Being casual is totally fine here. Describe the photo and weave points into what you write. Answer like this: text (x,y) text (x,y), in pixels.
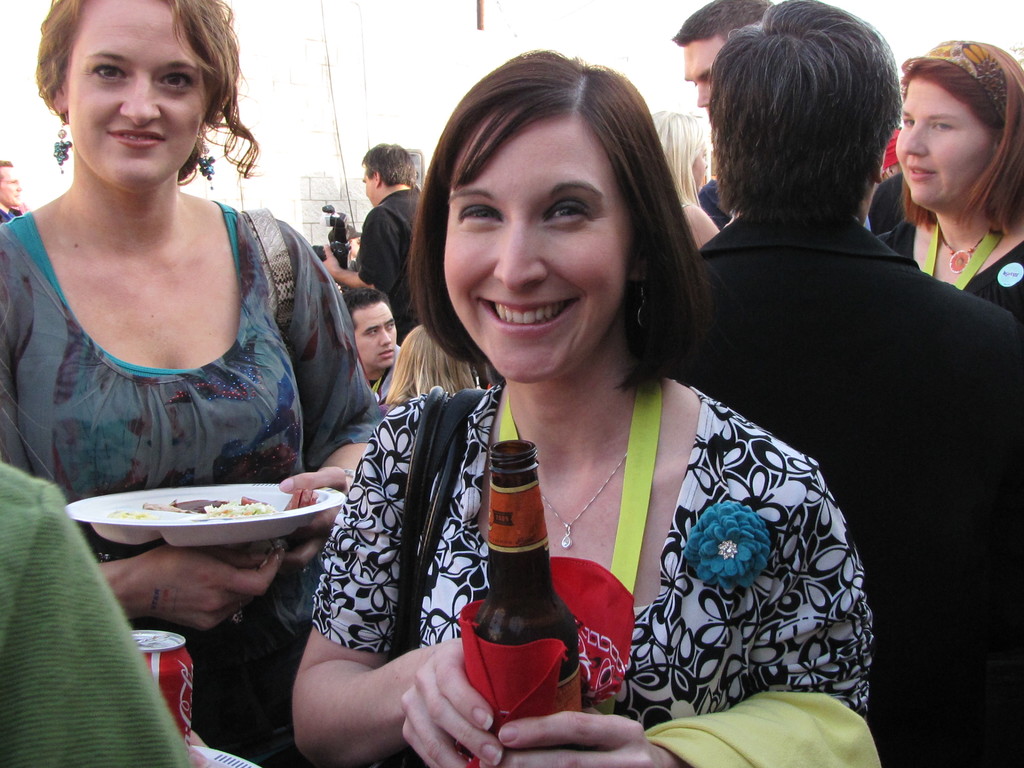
In this picture we can see a group of people (829,101) some are standing and some are sitting here in front (429,281) woman (665,378) smiling and holding bottle (525,503) in her hands (456,690) and beside to her woman (330,464) smiling and holding plate (122,521) and some food (252,509) in it.
